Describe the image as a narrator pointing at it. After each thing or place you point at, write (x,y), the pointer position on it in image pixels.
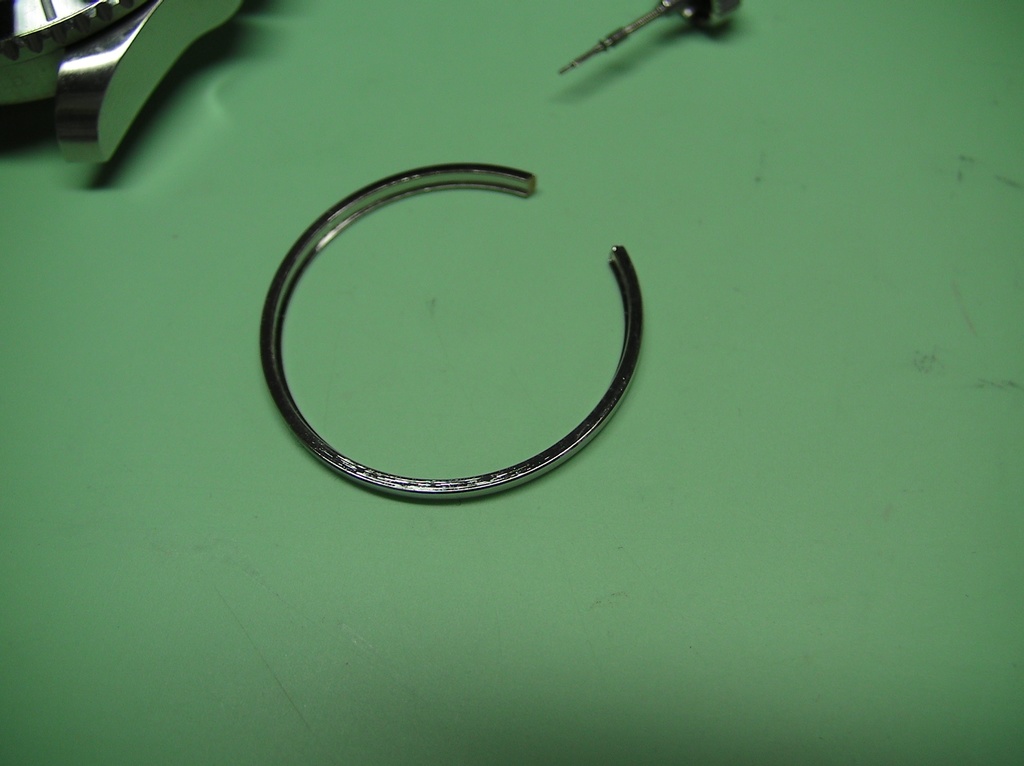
In this image, we can see some metallic objects (464,174) on the green colored surface (244,264).
